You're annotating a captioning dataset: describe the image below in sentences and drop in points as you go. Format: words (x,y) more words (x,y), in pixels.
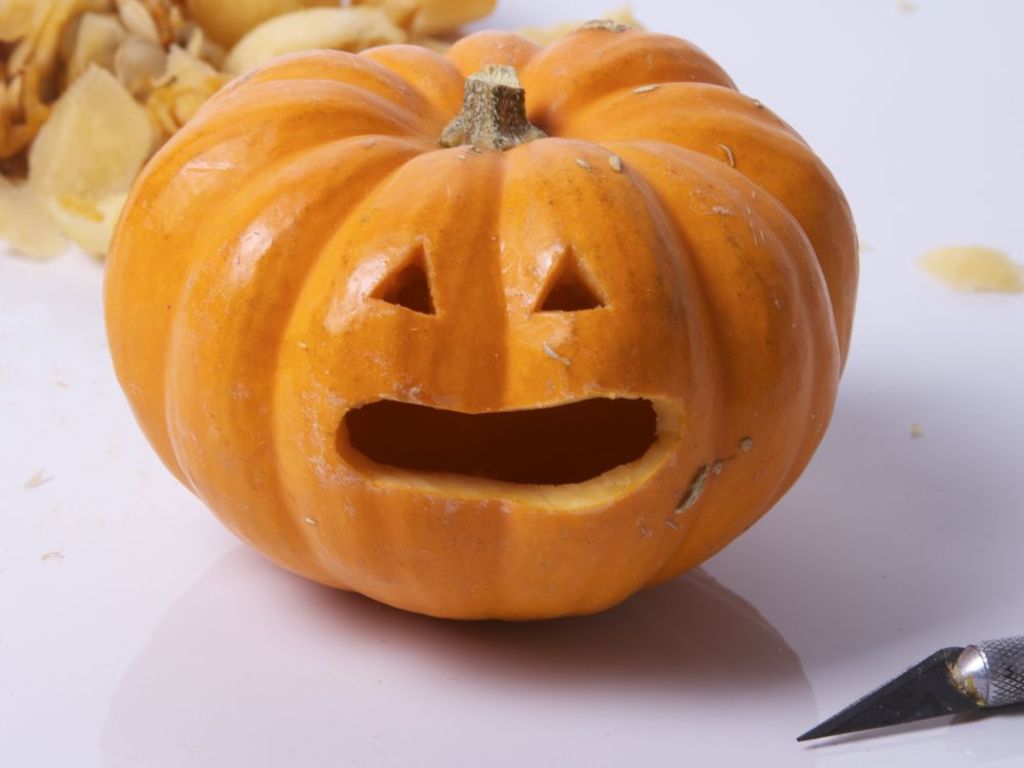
In this image we can see pumpkin (562,448) and pen knife (879,709) placed on the surface (298,589).
